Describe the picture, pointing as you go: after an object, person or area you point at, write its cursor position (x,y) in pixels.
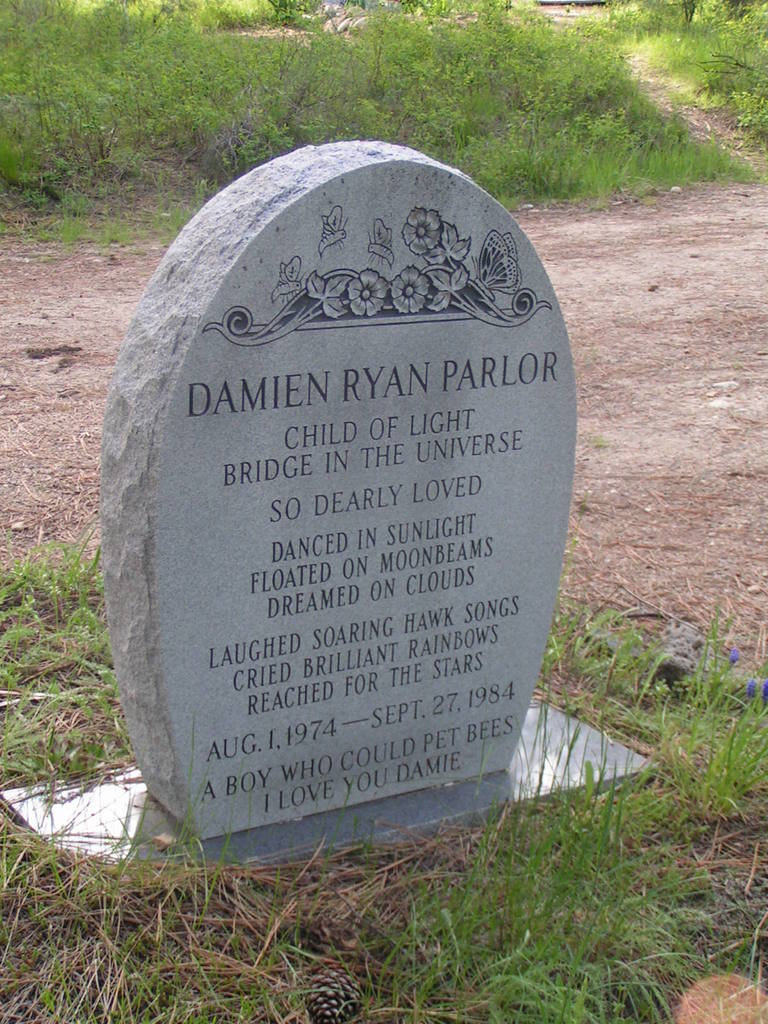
This image consists of a memorial stone (322,601). On which there is a text (369,645). At the bottom (442,854), there is green grass (131,971). In the background (340,119), there are small plants (529,156). Behind the stone (252,355), there is a ground (6,341).
